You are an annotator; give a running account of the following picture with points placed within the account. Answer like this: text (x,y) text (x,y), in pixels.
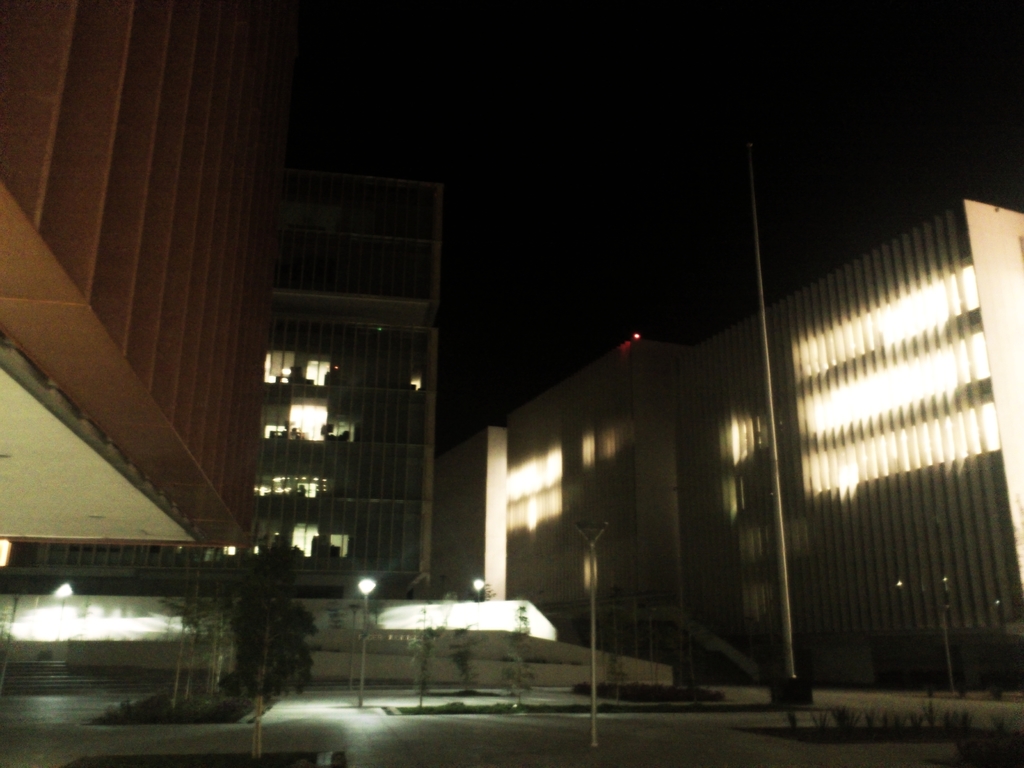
In the foreground of the image (401,722) we can see the road (708,722) and trees (264,652). In the middle of the image (483,473) we can see the building (570,447). On the top of the image (563,129) we can see the sky (560,146), which is in the dark.
